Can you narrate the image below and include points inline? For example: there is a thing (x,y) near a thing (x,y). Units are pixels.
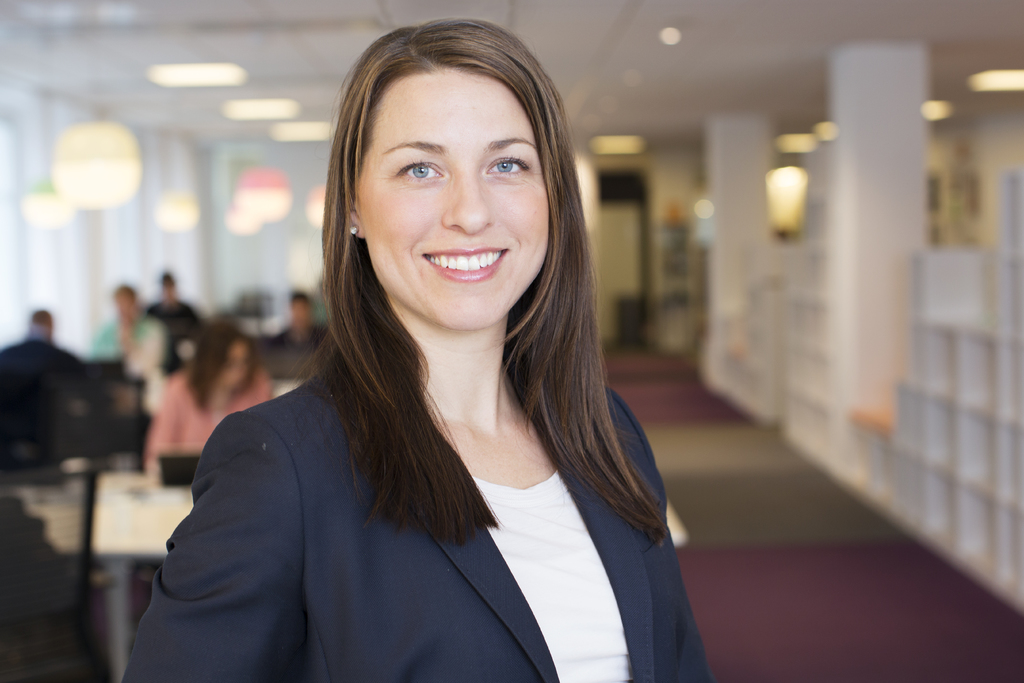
In this image we can see a woman (290,550) is standing, she is smiling, at the back (116,332) there are group of persons (249,355) sitting, there are lights (820,132), there it is blurry.
